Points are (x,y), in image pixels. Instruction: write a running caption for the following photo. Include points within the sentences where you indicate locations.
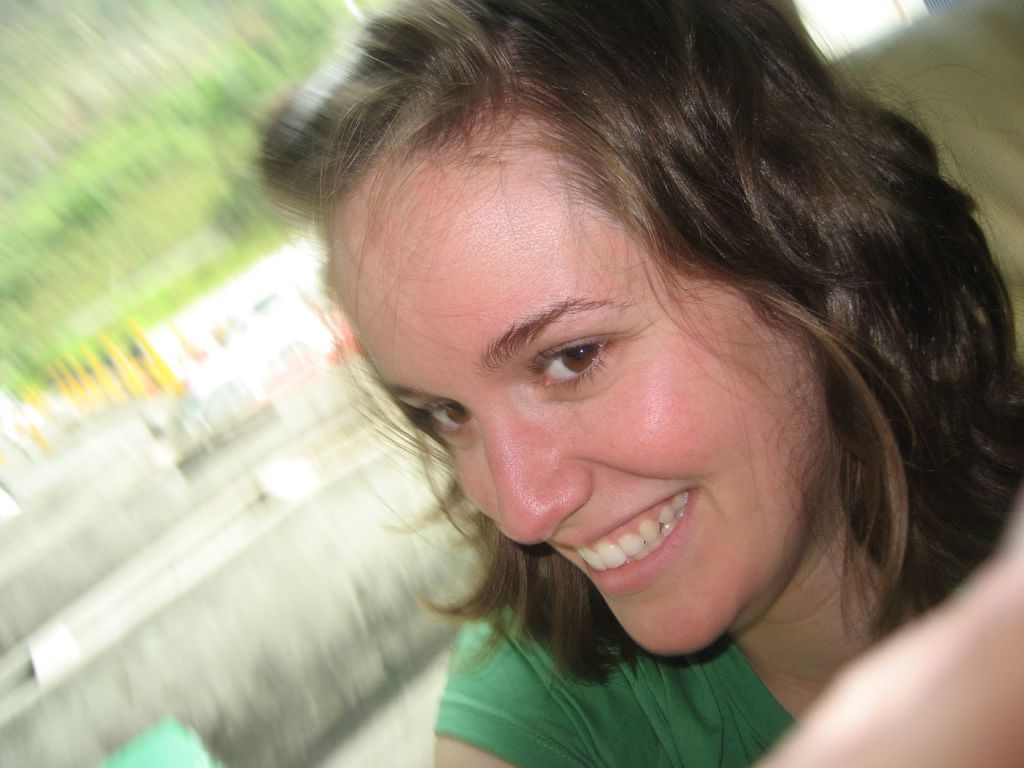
In this image we can see a person (621,251) with smiling face (648,428) and blur background (238,540).
